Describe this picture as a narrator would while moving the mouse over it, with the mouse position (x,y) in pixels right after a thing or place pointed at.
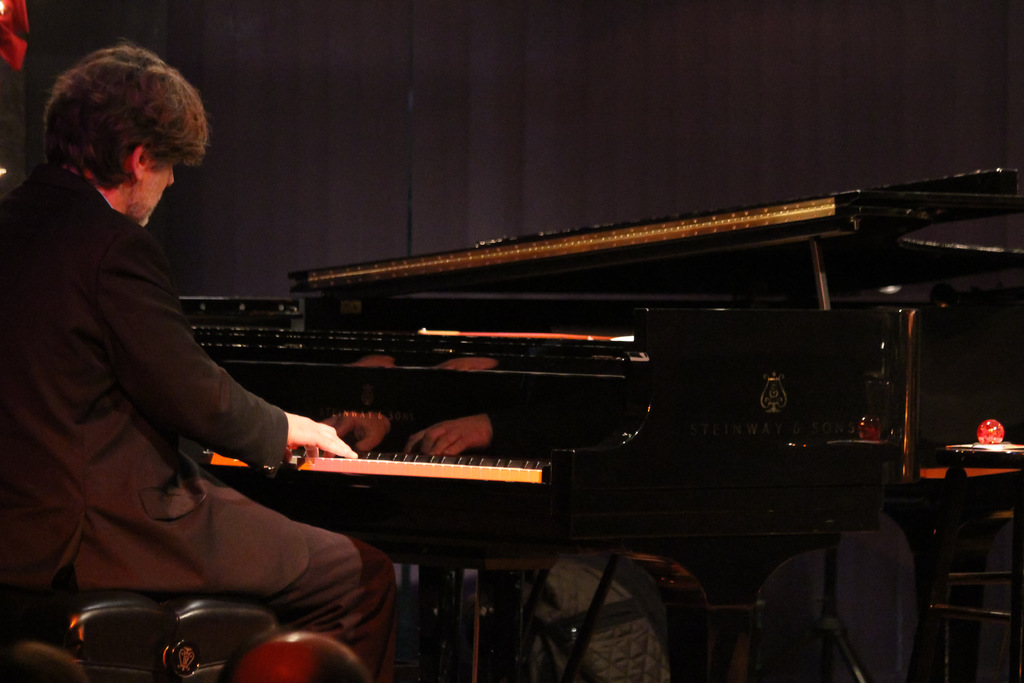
In this image I can see a man (327,586) is sitting in front of a piano (456,410).
